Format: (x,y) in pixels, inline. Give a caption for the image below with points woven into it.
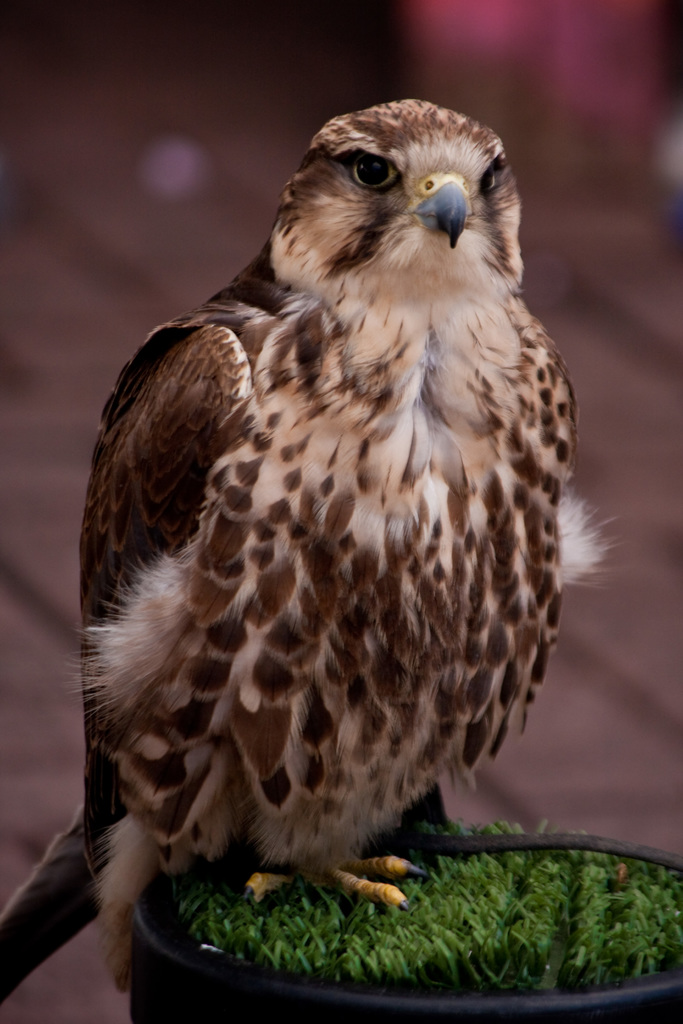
In the image we can see a bird (114,493), white and brown in color. The bird (330,431) is sitting on the grass (311,898) and the background (190,282) is blurred.
